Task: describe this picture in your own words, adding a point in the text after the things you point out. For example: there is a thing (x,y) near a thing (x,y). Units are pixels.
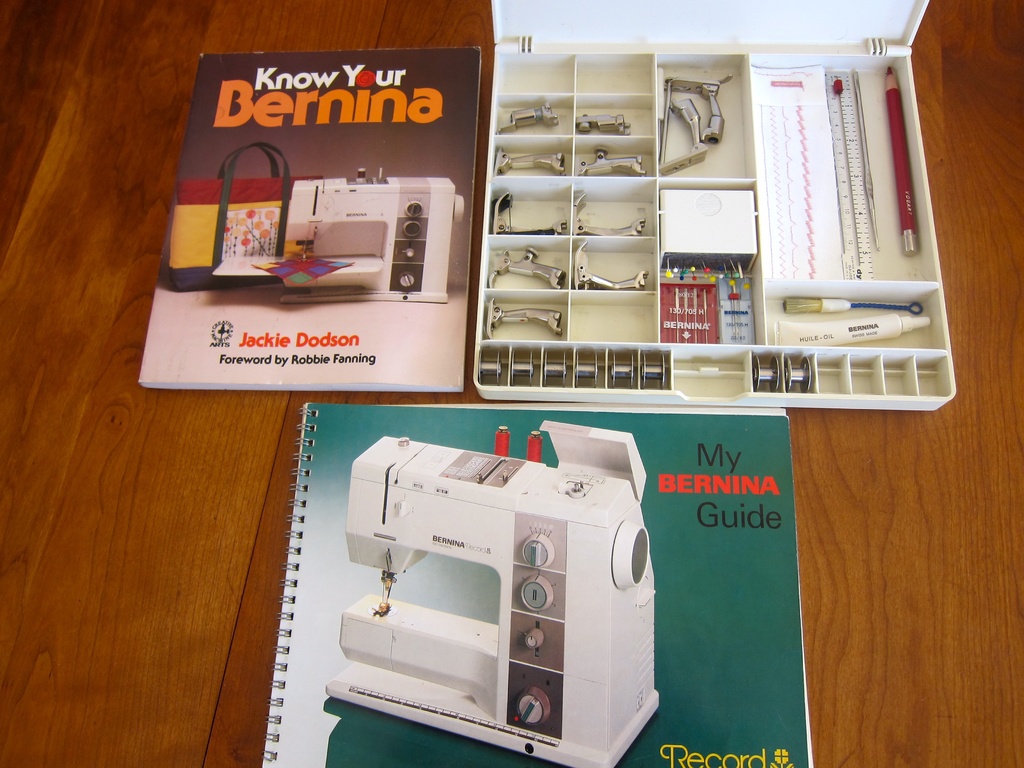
In this image there are two books (334,436) and a tool box (627,317) with some tools (604,285) in it on top of a table (31,285).
